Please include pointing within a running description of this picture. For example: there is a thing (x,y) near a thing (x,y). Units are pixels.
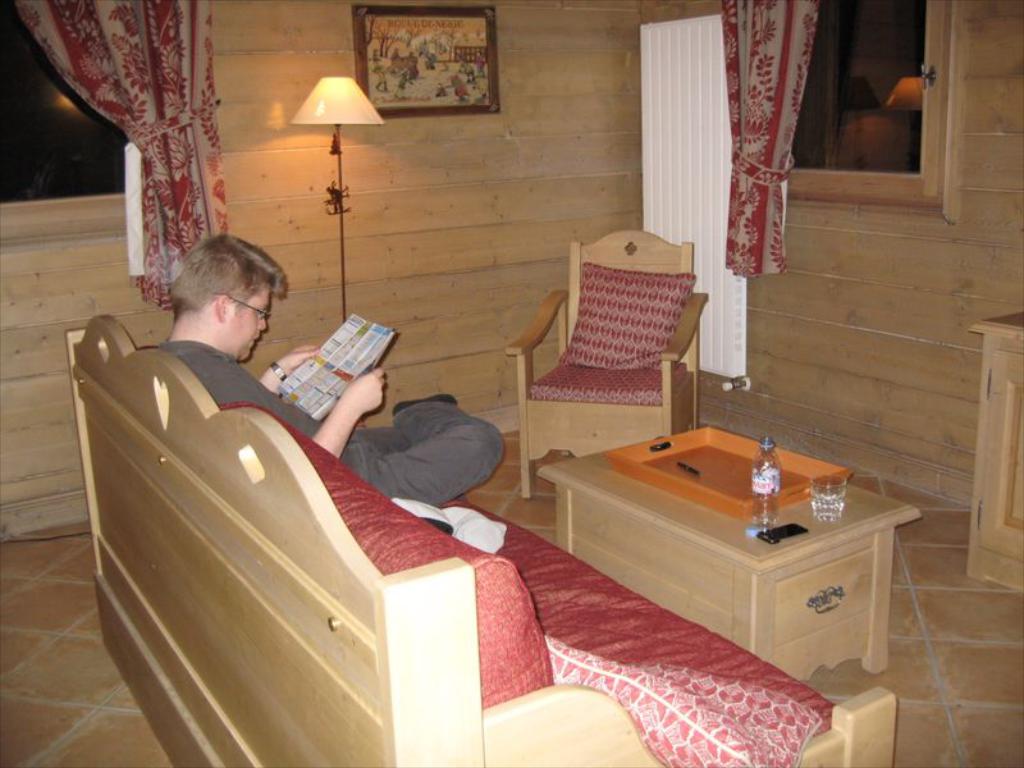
This is an inside view of a room (970,663). Here I can see a man (368,431) sitting on a couch (305,505), holding a newspaper (332,384) in the hand (292,360) and looking into that. In front of this man (238,365) there is a table (601,483) on which a tray (674,477), bottle (766,488), glass (829,480) and a mobile (767,534) are placed. Beside the table (663,519) there is a chair (624,415) on which there is a pillow (627,305). In the background (133,51) there are two curtains (738,159) to the windows (32,114) and a frame (417,52) is attached to the wall (523,143) and also there is a lamp (339,155). On the right side (998,441) there is a table (998,474) placed on the floor (966,632).
